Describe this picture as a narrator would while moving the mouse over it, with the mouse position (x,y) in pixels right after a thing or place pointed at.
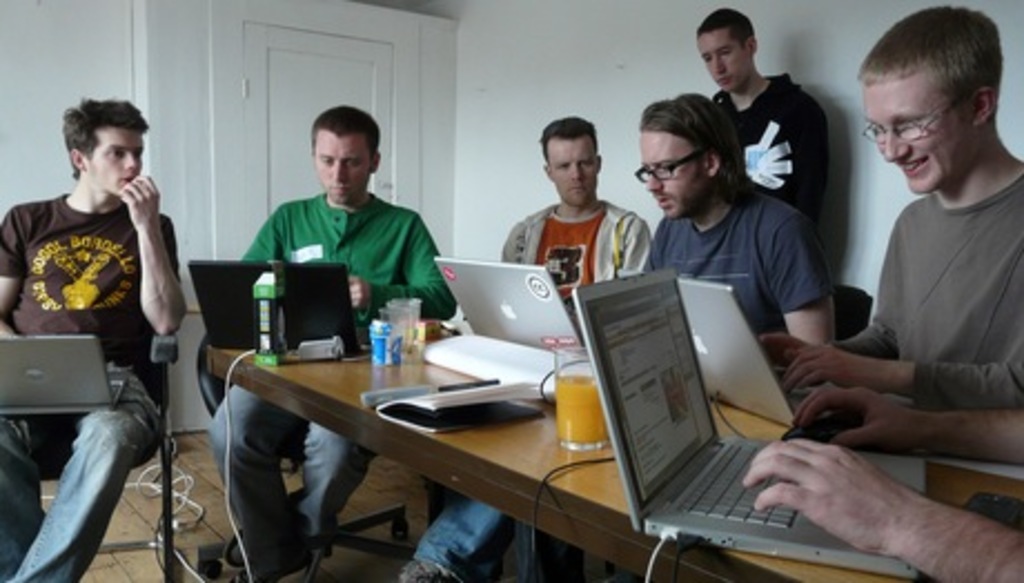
In the image we can see there are people (723,190) who are sitting on chair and in front of them there are laptops (319,302) on the table (493,454) and juice glass (578,404).
